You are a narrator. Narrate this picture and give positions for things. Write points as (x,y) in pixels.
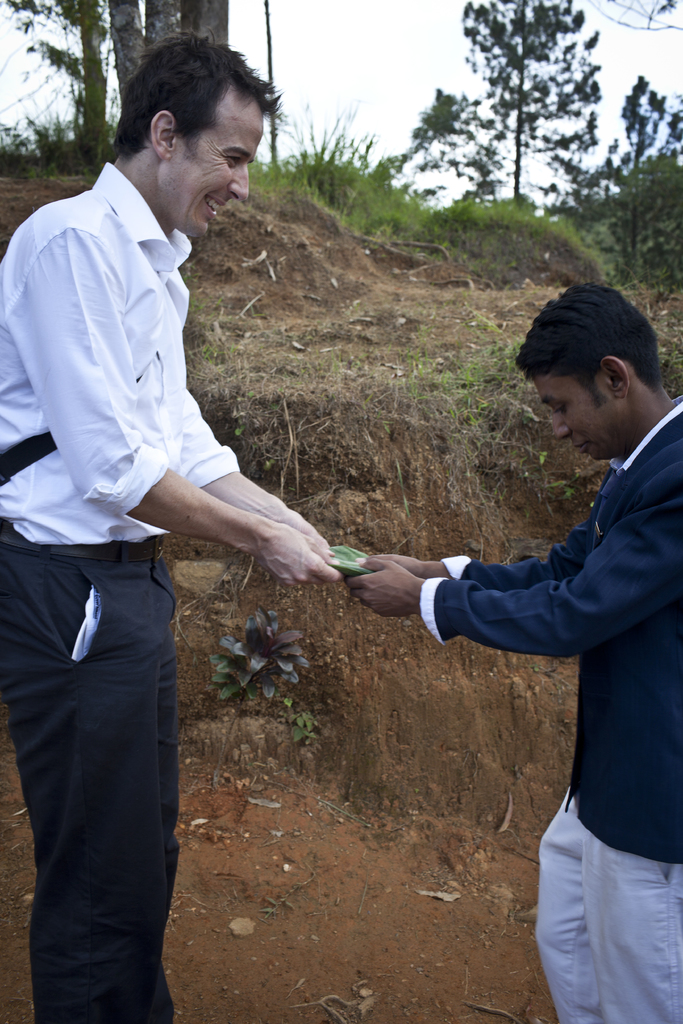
In this picture there are two people (313,558) standing and holding an object (348,564) and we can see plant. In the background of the image (366,91) we can see trees (553,143), grass (519,207) and sky (446,40).
